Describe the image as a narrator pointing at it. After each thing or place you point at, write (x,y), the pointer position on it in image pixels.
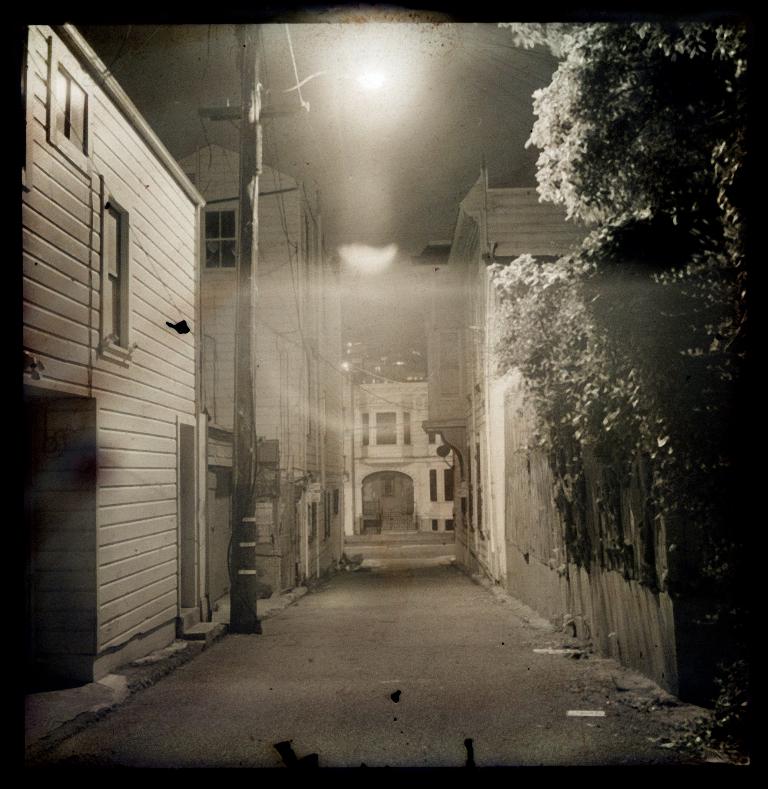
In this image on the right side (593,439) and left side (185,384) there are some houses (322,445), trees (596,400), wires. And in the background (361,444) there is a building (377,483), at the bottom (330,703) there is a walkway (343,703).
